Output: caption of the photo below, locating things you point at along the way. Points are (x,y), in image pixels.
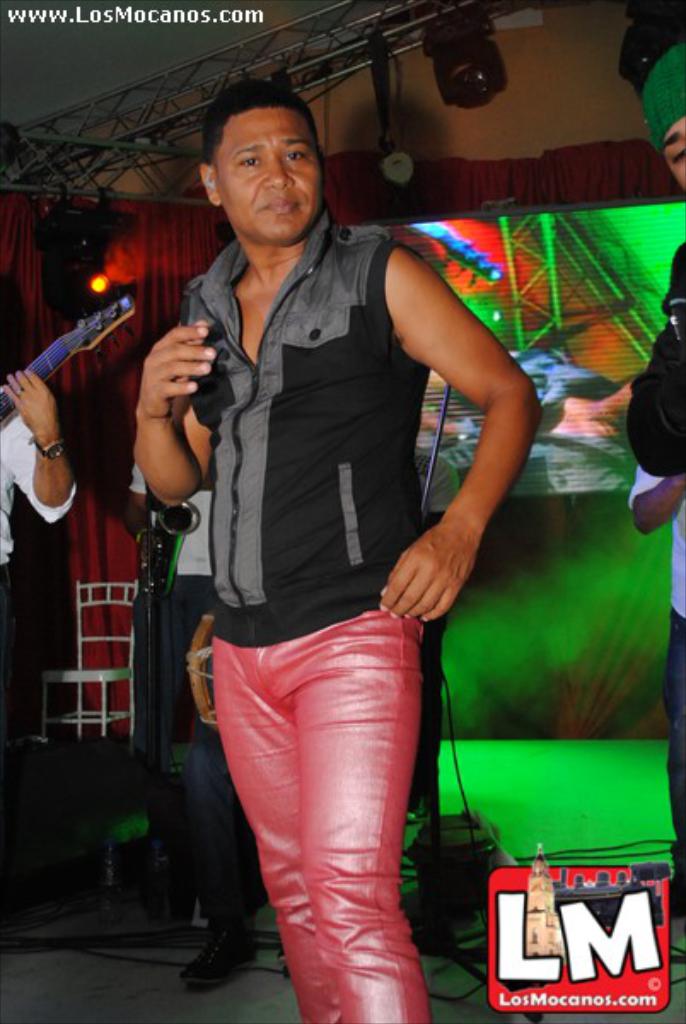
A man (343,232) is there, he wore black color t-shirt (413,492). On the right side (514,985) there is a mark (590,978).
